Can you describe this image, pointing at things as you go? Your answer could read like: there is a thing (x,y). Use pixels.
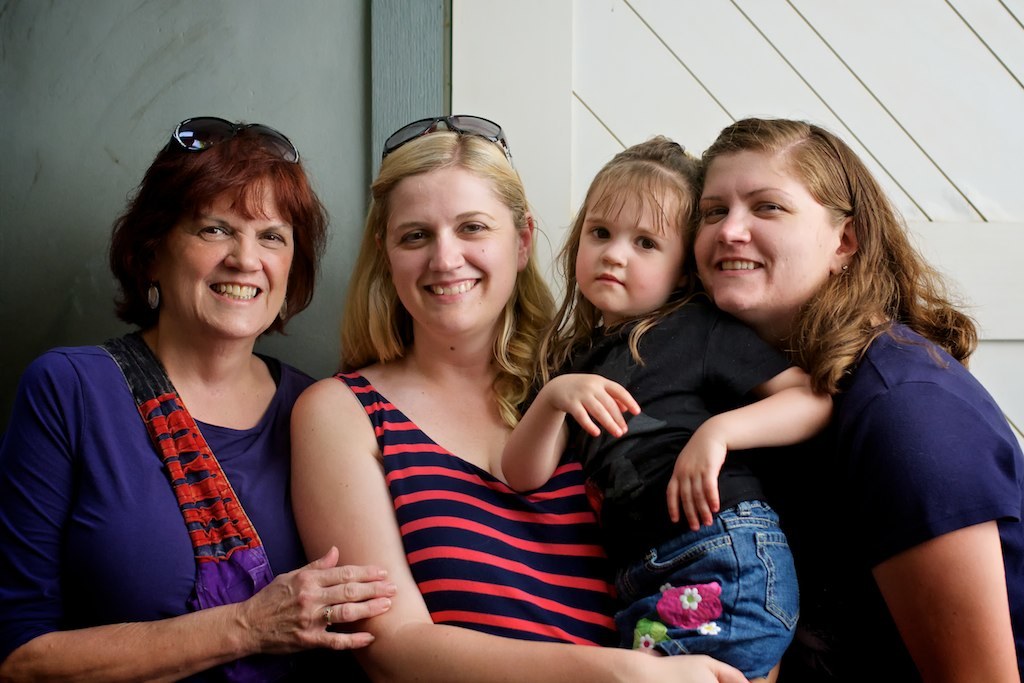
In this image, there are three women (162,338) standing and smiling. This woman (496,479) is carrying a girl (682,509) in her hands (730,674). In the background (446,66), that looks like a door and the wall (277,74).
